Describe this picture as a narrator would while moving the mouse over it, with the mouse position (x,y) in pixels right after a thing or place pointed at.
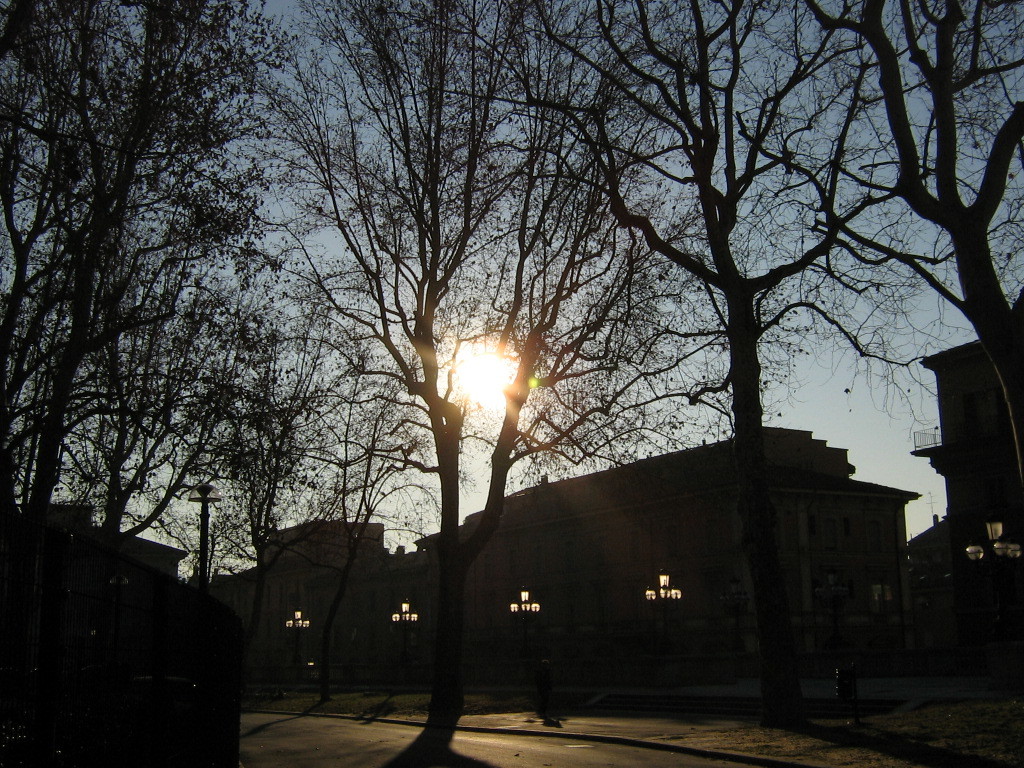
In this image there are buildings (635,586) in the background (642,634). At the bottom (351,563) there are trees (418,385). At the top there is sun (474,368).
